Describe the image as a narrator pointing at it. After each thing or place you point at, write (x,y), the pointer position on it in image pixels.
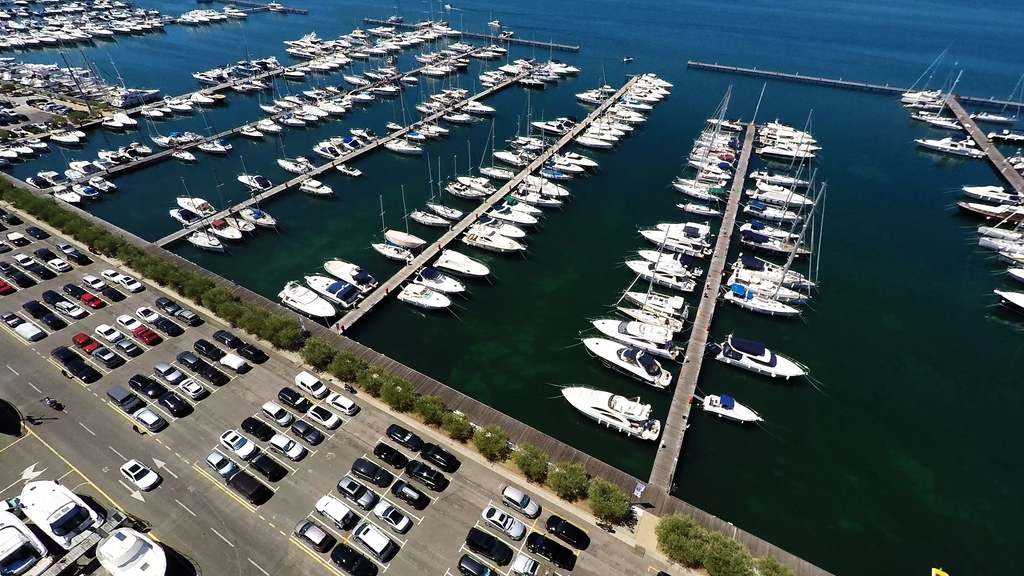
In this image we can see a fleet (725,159) and decks (713,315) on water (473,297), a group of trees (733,560) and in the foreground (367,428), we can see a group of cars (397,455) parked in the parking lot (202,486).
